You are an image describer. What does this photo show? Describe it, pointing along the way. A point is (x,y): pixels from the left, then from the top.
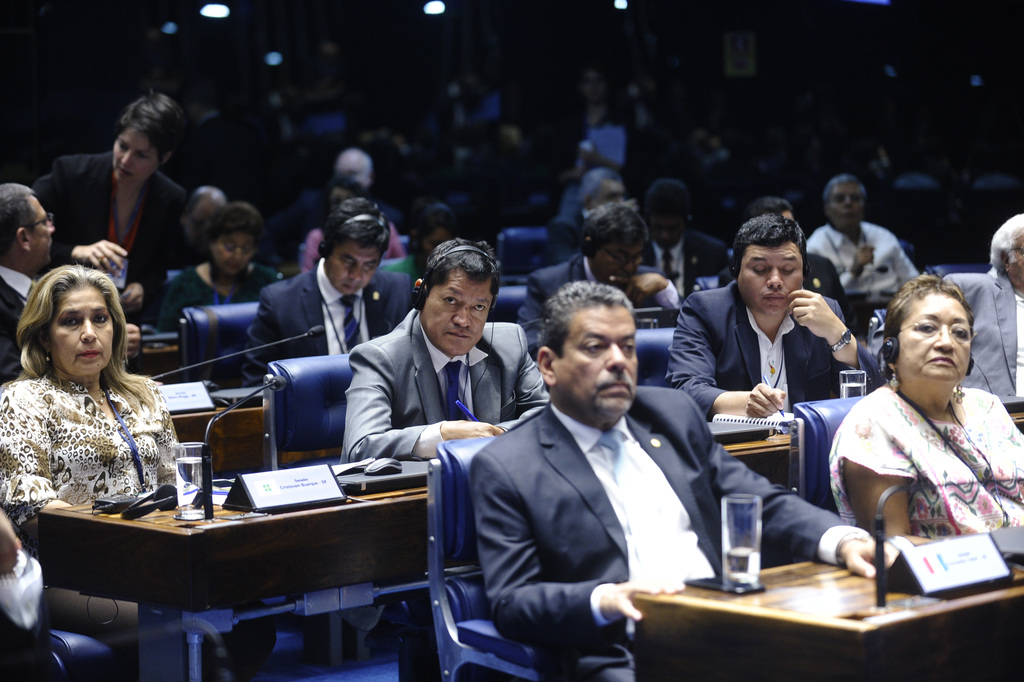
There is a room (333,168). There is a group of people (379,308). They are sitting on a chairs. On the left side (151,151) we have a woman (119,206). She is standing. She is holding a device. There is a table (801,560). There is a glass (757,520), file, headphones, microphone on a table (725,446). In the center (442,358) we have a person (409,347). He is wearing a headphones (425,283).
